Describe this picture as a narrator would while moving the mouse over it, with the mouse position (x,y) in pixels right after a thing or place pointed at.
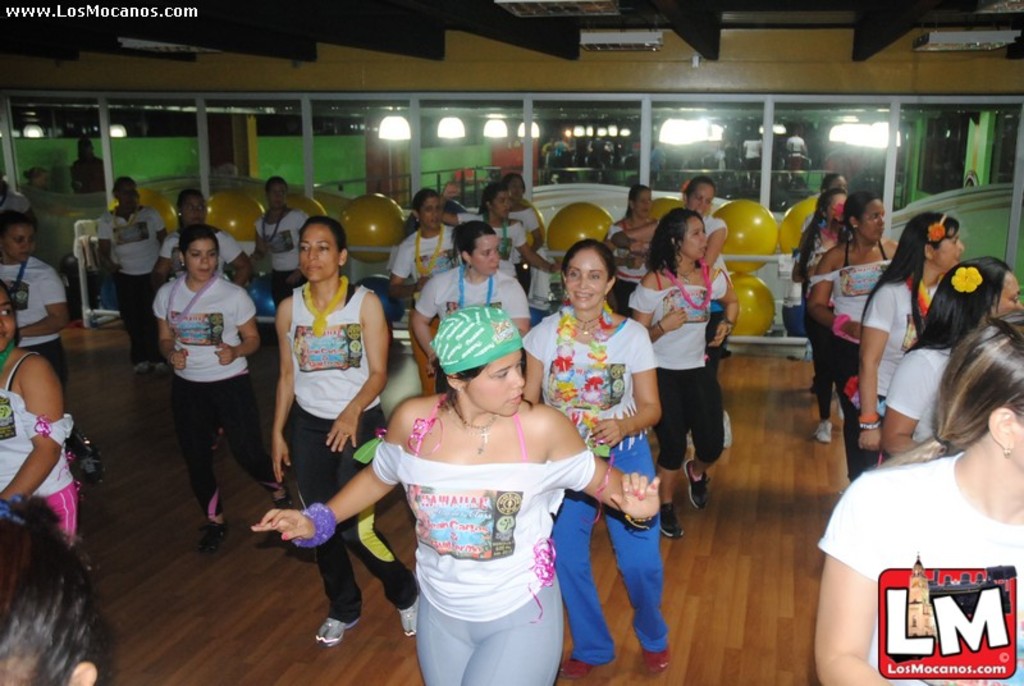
In this picture I can see a number of people (486,380) standing on the surface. I can see mirrors (494,154). I can see light arrangements (496,131) on the roof (506,37). I can see balls (376,224).
